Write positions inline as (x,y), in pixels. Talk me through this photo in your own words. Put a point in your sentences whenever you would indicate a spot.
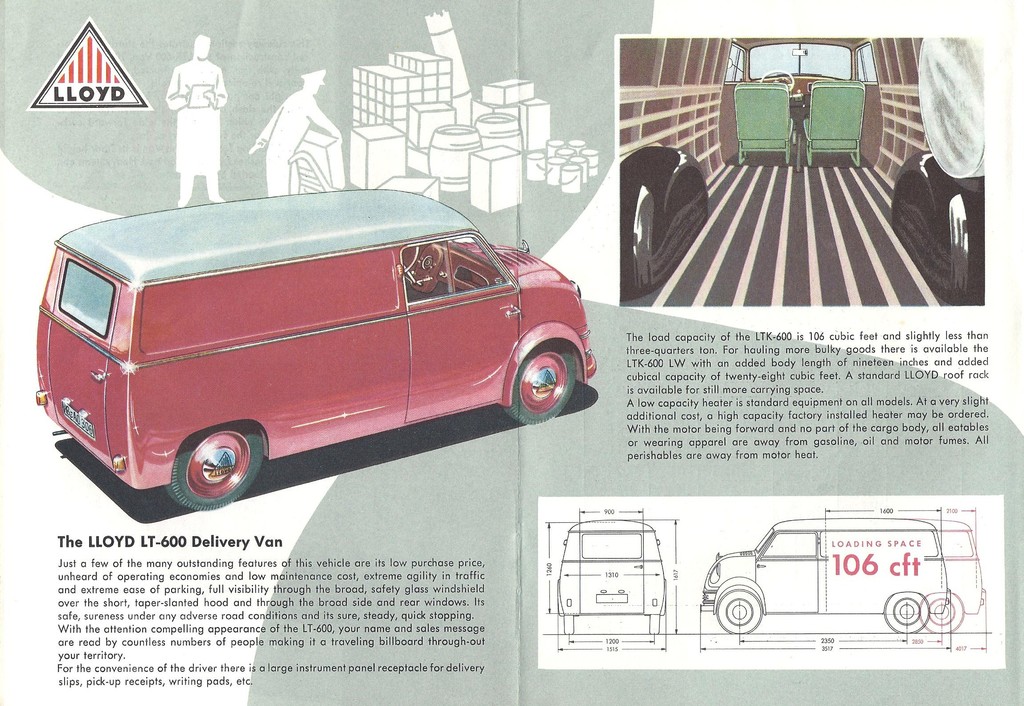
This is a poster. In this poster, we can see there are paintings (734,584) of the vehicles (204,320), persons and other objects (485,172) and there are a logo (98,93) and black color texts (859,429). And the background of this poster is white in color.
